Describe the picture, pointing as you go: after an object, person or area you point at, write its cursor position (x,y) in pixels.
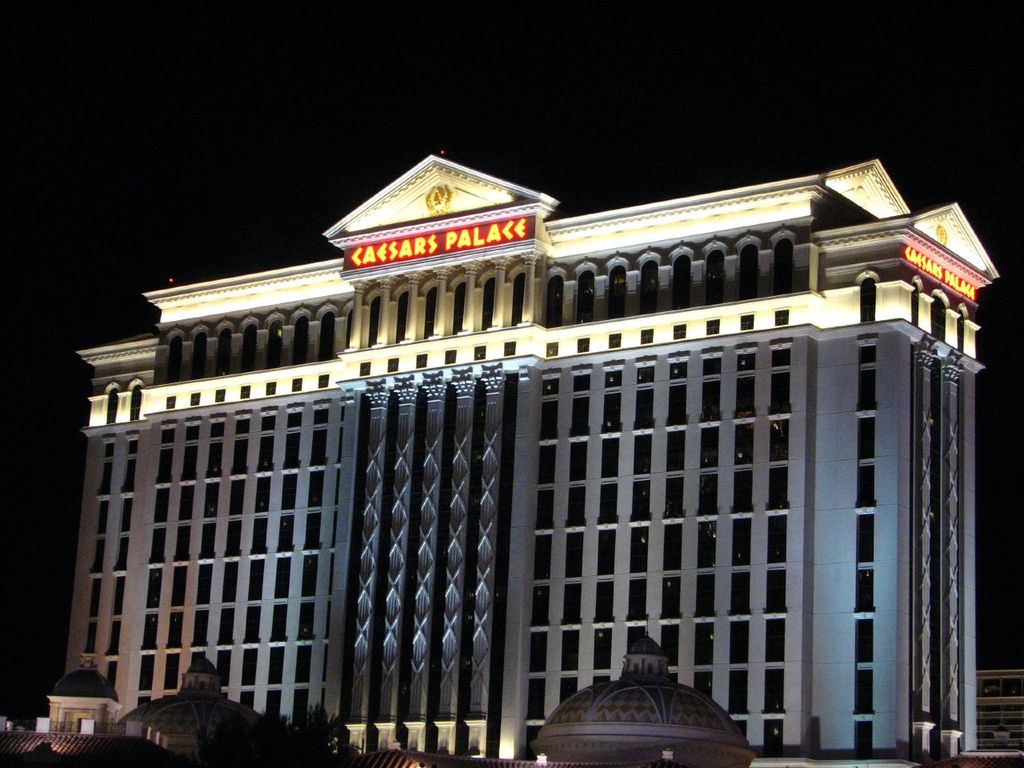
In this picture we can observe a building (495,583) which is in white color. There are some plants (214,746) on the ground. We can observe domes (174,695) in front of the building (549,688). In the background (433,107) we can observe a sky (385,107) which completely dark.
